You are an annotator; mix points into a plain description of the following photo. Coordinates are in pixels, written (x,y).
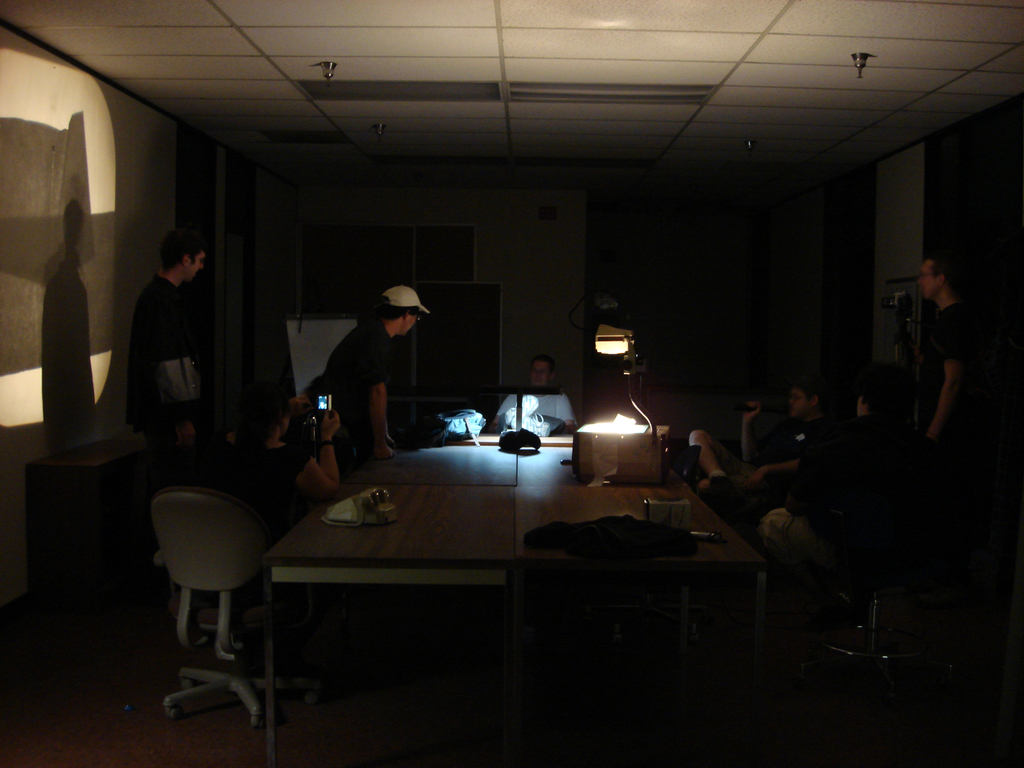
The image is inside the room (288,268). In the image there are few people (881,411) sitting on chairs (876,574), on left side (273,479) there is a woman (296,445) sitting on chair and holding a camera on her hand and we can also see a man (360,358) wearing white color hat (399,305) is standing, right side (957,340) another man (956,326) standing in front of a table (670,478). On table (525,473) we can see a lamp (633,445), clothes (582,532), hand bag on top (888,58) there is a roof (497,43) with few lights (866,62).
